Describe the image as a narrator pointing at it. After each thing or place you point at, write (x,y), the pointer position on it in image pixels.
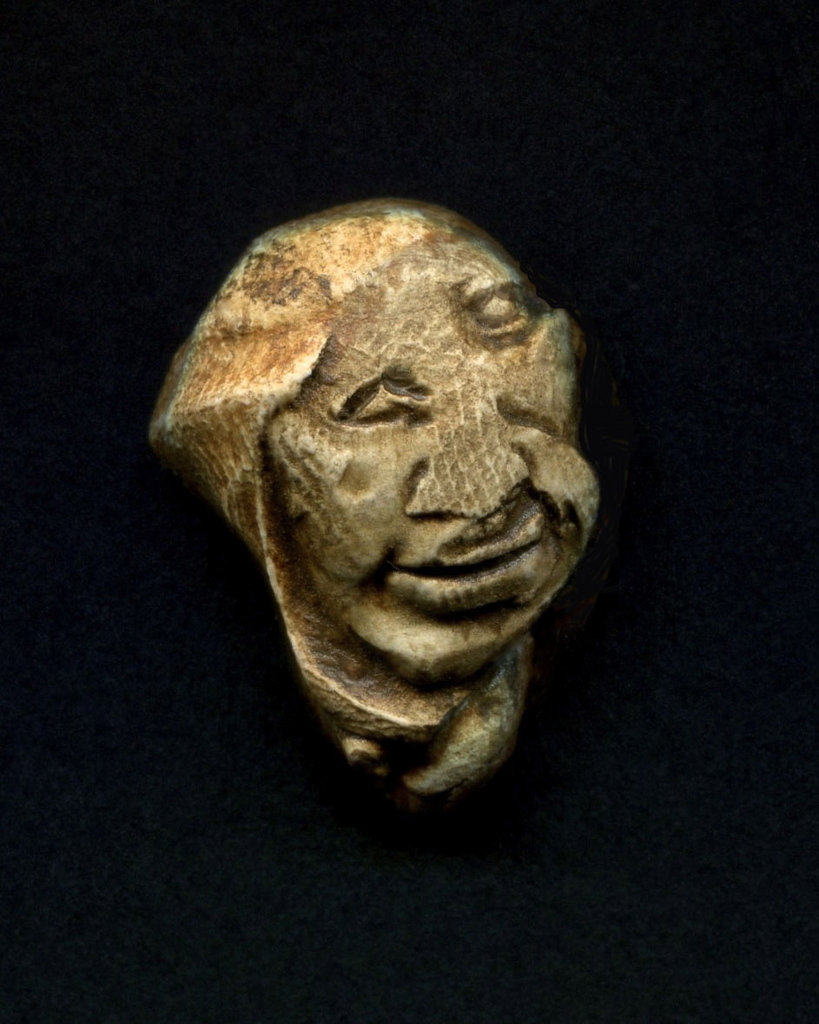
In the center of the image (298,372) we can see the sculpture (267,422).
